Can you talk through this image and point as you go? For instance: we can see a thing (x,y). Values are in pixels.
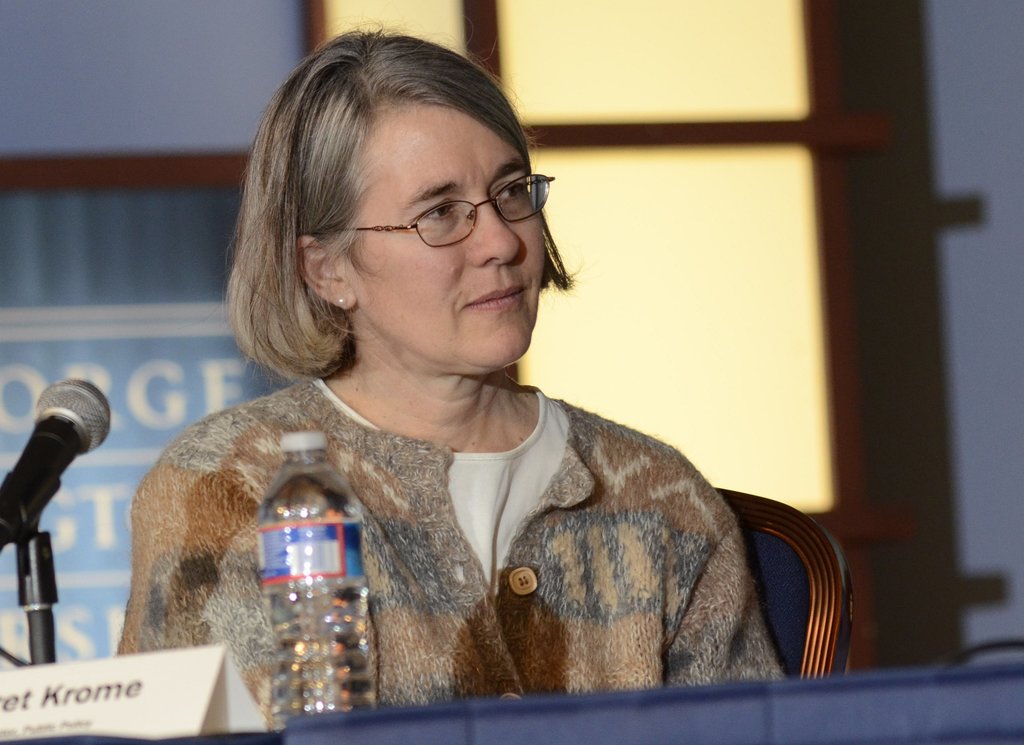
This is a picture of a woman (500,564) in a sweater (494,584) and the woman (496,610) is sitting on a chair (790,604). In front of the woman (481,601) there is a table (586,710) on the table (381,744) there is a bottle (299,689), name board (113,689) and a microphone (38,477) with stand (35,626). Behind the woman (170,542) there is a banner (196,328) and a door (639,250).
